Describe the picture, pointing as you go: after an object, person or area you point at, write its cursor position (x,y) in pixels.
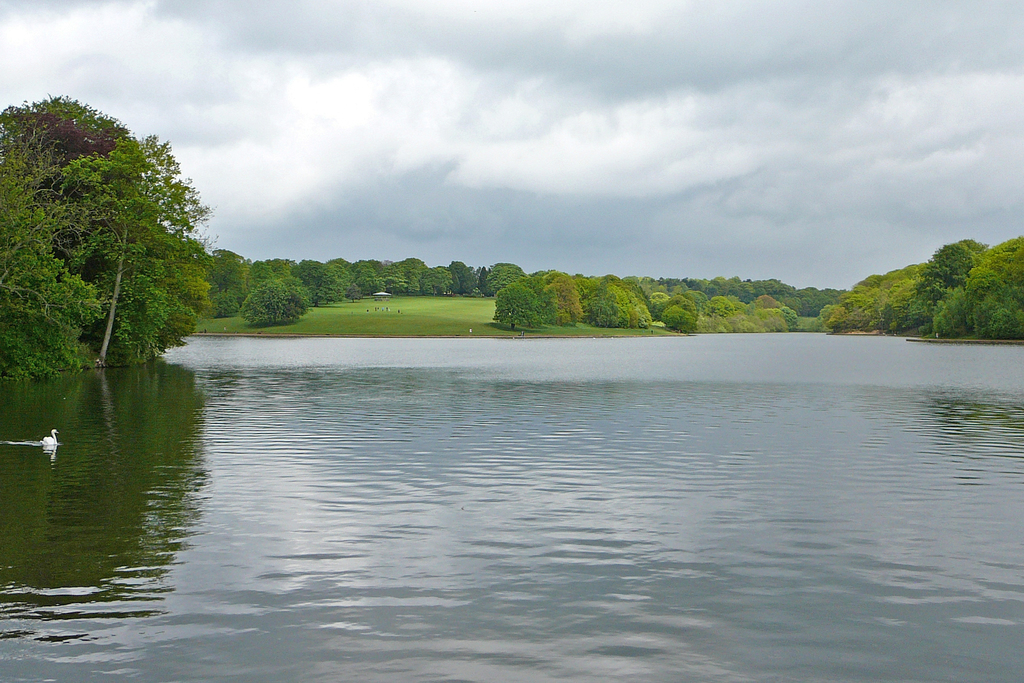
In the background (442,151) we can see sky (610,160) with clouds (779,199), trees (138,230) and grass (349,302). Here we can see a swan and water (620,513).
